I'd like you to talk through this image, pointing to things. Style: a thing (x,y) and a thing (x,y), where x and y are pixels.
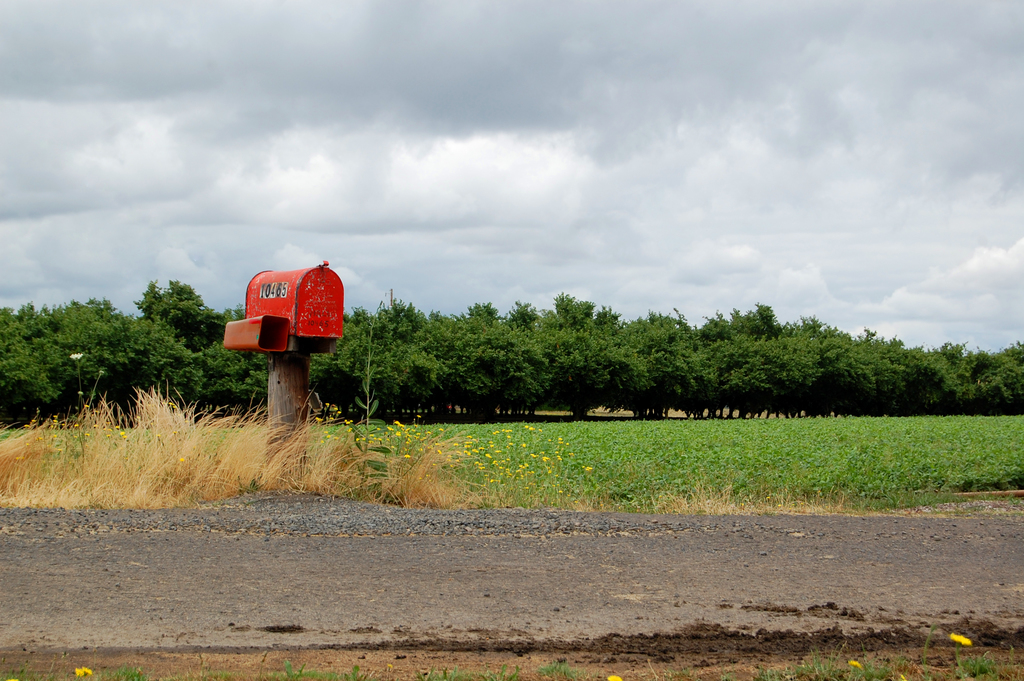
In the image in the center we can see one mailbox (281,351), which is in red color. In the background (236,251) we can see the sky (16,108), clouds (36,269), trees (819,401), grass (330,470), plants (711,469), flowers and road (539,515).
